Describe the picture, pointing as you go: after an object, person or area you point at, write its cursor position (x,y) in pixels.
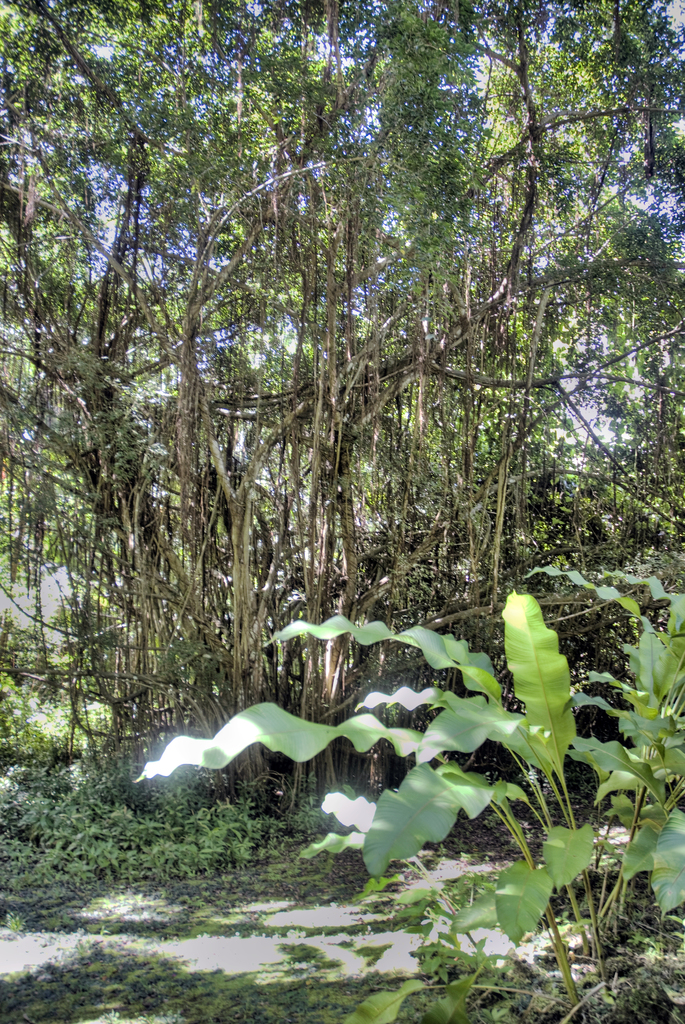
In the image there are trees (414,369) on the grassland (247,908) along with plants (139,855) all over the place.
